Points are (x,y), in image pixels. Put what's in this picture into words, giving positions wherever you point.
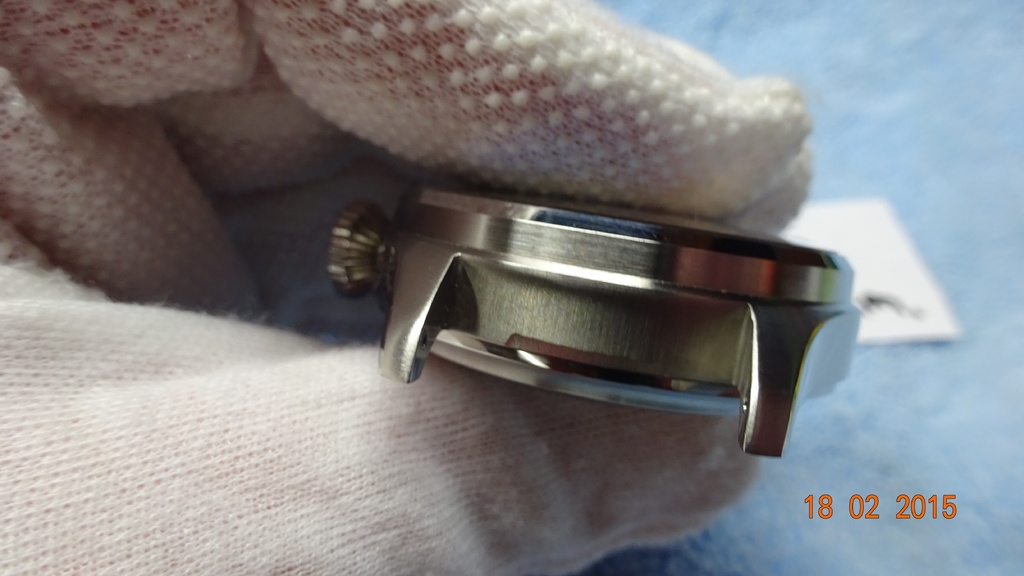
In this image there is a hand (433,150) with gloves (190,125) holding a watch (554,281). The background is blue. This is a paper (902,311).
